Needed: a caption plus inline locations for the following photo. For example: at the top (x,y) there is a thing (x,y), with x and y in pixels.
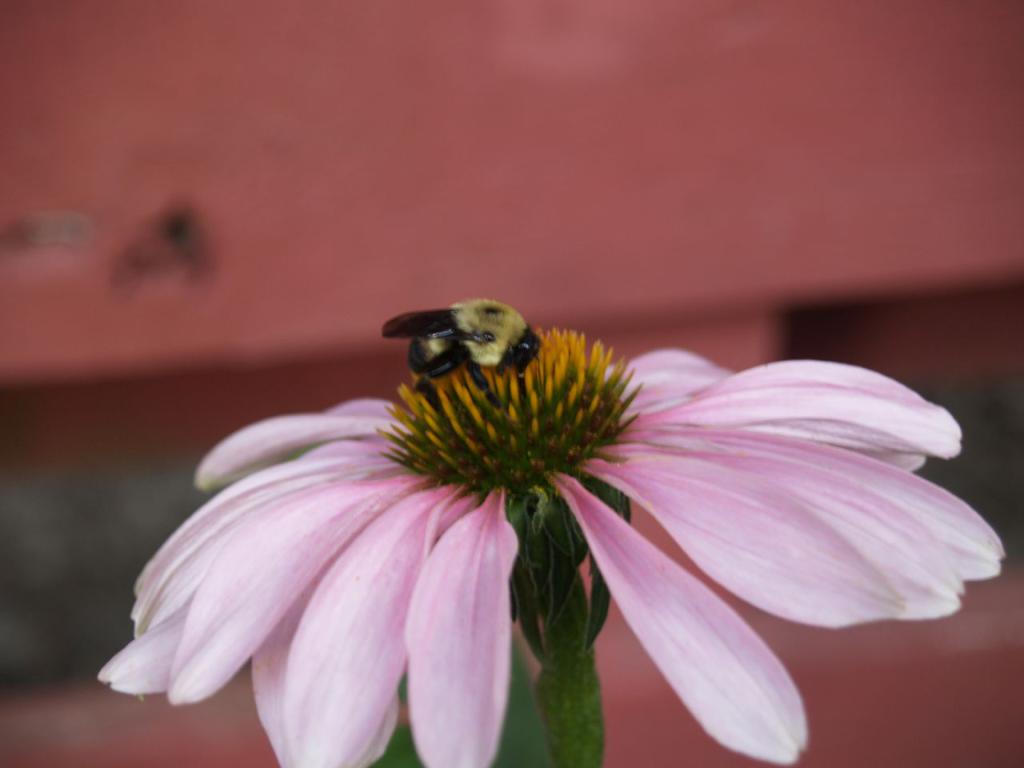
In this image we can see a bee (489,300) on a flower (560,525).
